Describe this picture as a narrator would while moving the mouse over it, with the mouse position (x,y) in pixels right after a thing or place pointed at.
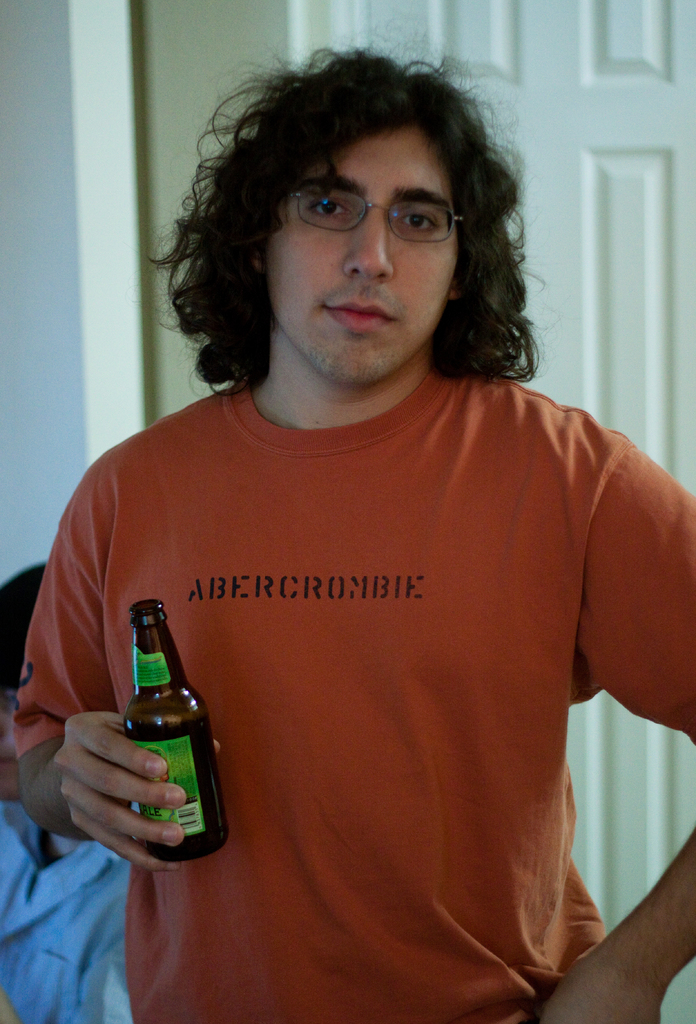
In this image there are two men (303,1007). In the middle of the image (261,681) a man (670,957) is standing holding a bottle (145,707) in his hand (113,798). At the background (3,950) a man (16,966) is sitting and there is a wall (57,133) and a door (462,60).
